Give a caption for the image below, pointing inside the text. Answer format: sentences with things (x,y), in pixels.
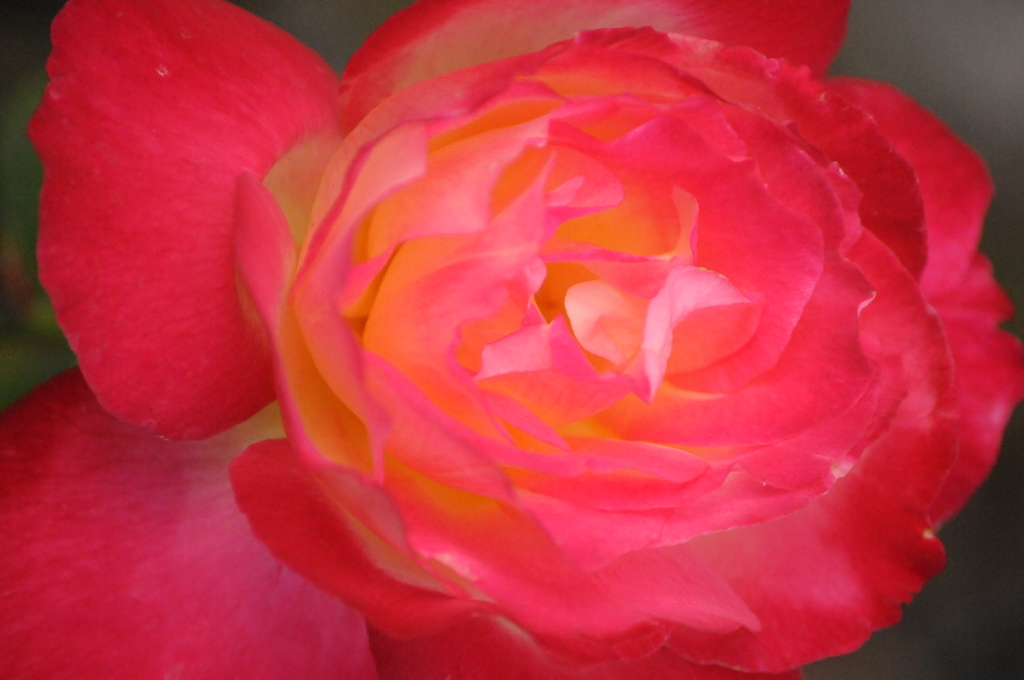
In this picture we can see a flower (677,330) and dark background (981,71).
